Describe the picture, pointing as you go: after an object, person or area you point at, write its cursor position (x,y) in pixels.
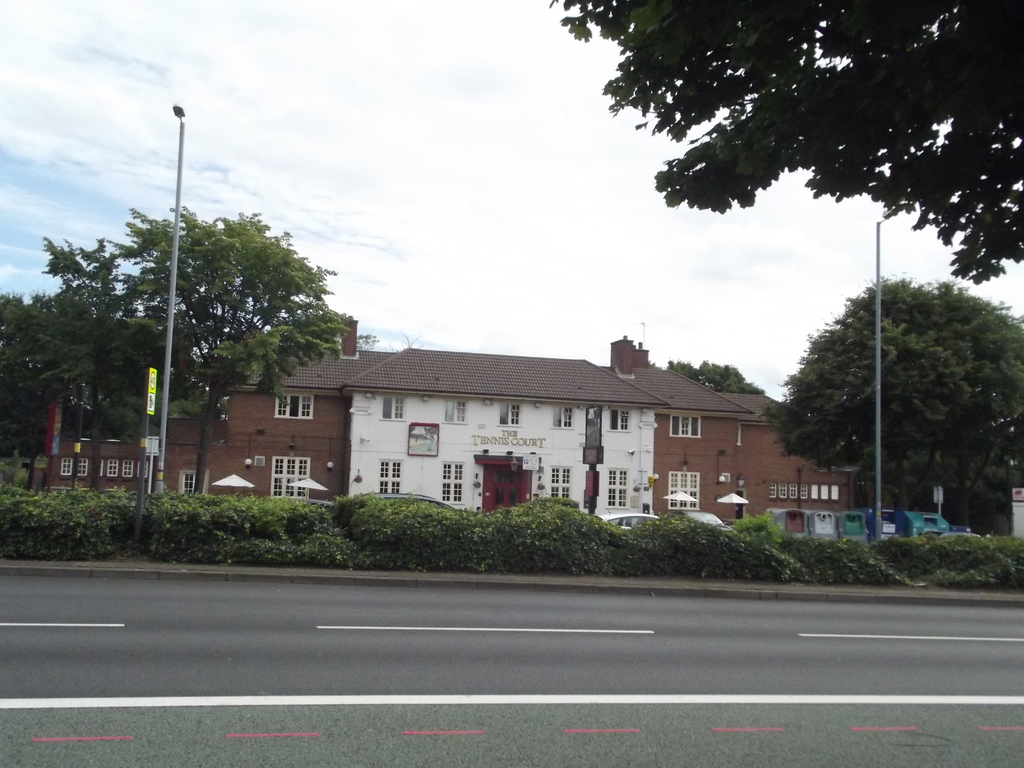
In this image there is a road (612,640), in the background (77,554) there are plants (897,544), poles (142,443), houses (747,485), trees (827,418) and the sky (416,170), in the top right (904,189) there is a tree (851,92).
